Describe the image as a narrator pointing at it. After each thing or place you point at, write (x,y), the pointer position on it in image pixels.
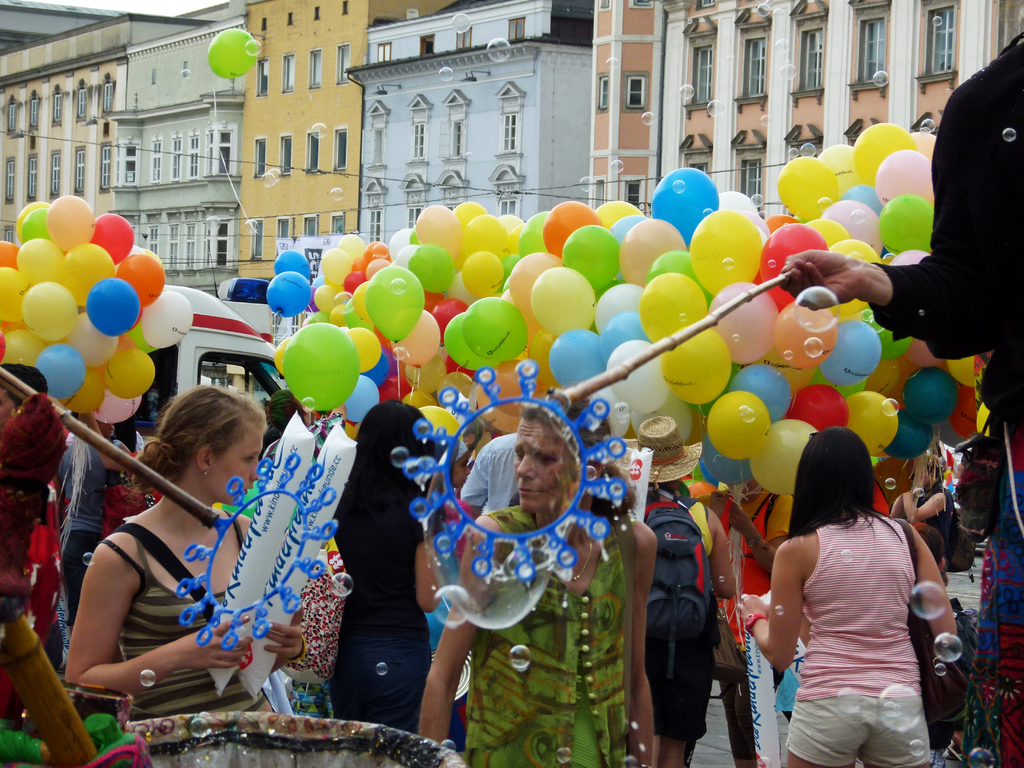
This is an outside view. At the bottom of the image (201,624) there are many people (416,658) on the road (711,731). Along with the people (692,726) I can see many balloons (407,278) and toys (209,594). On the left side (211,354) there is a vehicle (227,346). In the background (273,91) there are few buildings (417,128).
